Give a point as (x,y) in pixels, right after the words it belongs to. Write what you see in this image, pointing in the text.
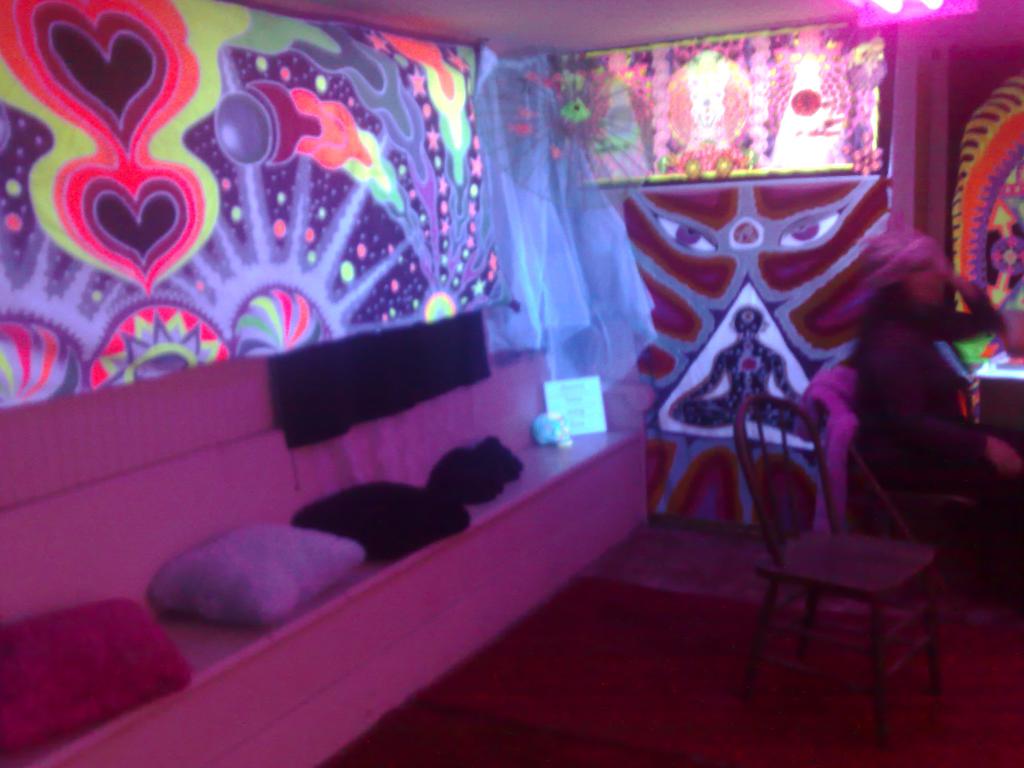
In this image I can see on the left side (59,359) there are pillows (291,590) and a different color image (326,184). In the middle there are lights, at the right side (933,240) a woman (952,446) is sitting on the chair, there is another chair (892,570) at here.
